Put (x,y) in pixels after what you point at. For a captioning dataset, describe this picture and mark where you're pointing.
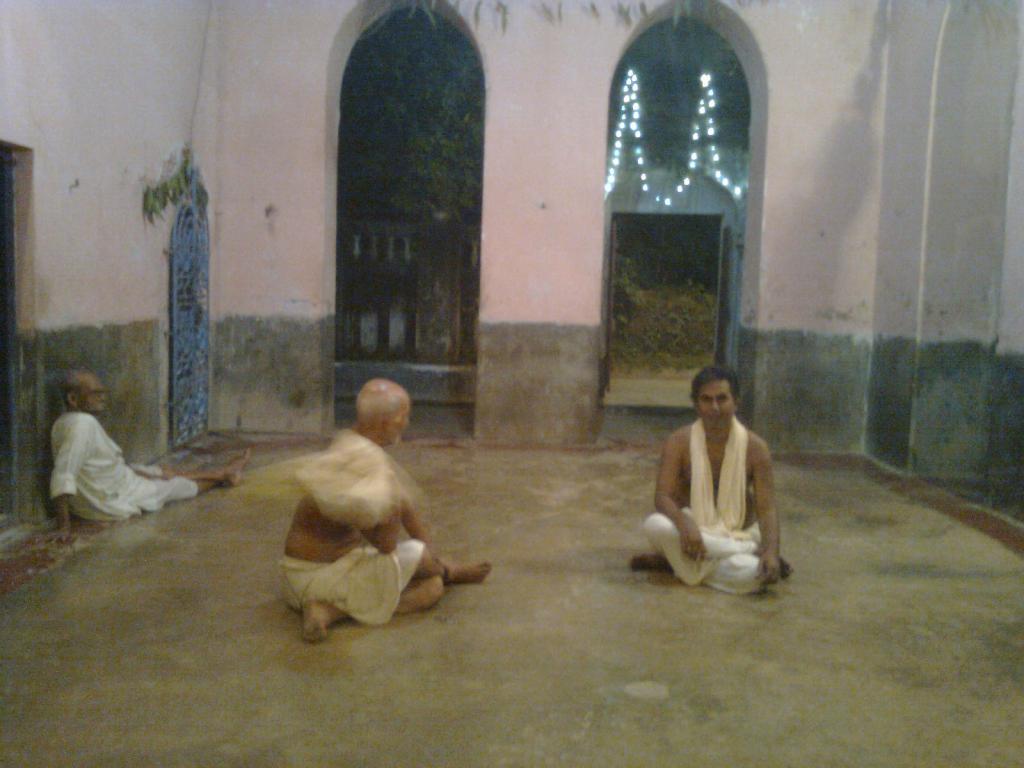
In this image we can see men (92,434) sitting on the floor (282,542), grills (174,300), gates (187,296), decor lights (711,128), trees (428,112) and plants (679,304).
